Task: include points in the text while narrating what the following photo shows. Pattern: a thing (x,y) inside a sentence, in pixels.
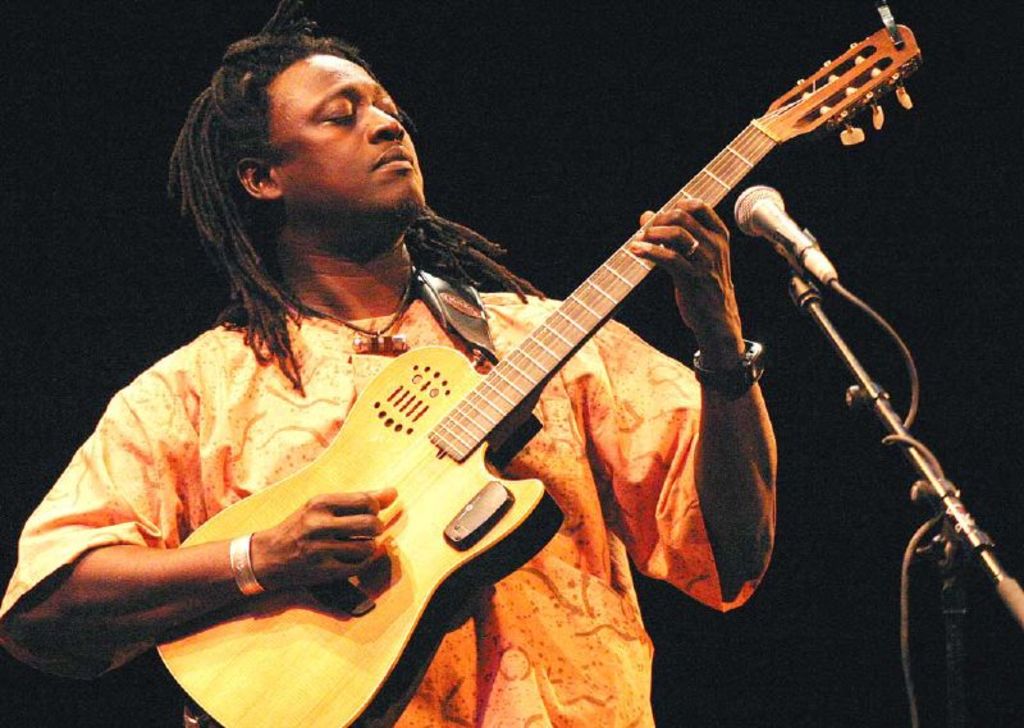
In a picture there is a person (558,432) playing guitar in front of a microphone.
